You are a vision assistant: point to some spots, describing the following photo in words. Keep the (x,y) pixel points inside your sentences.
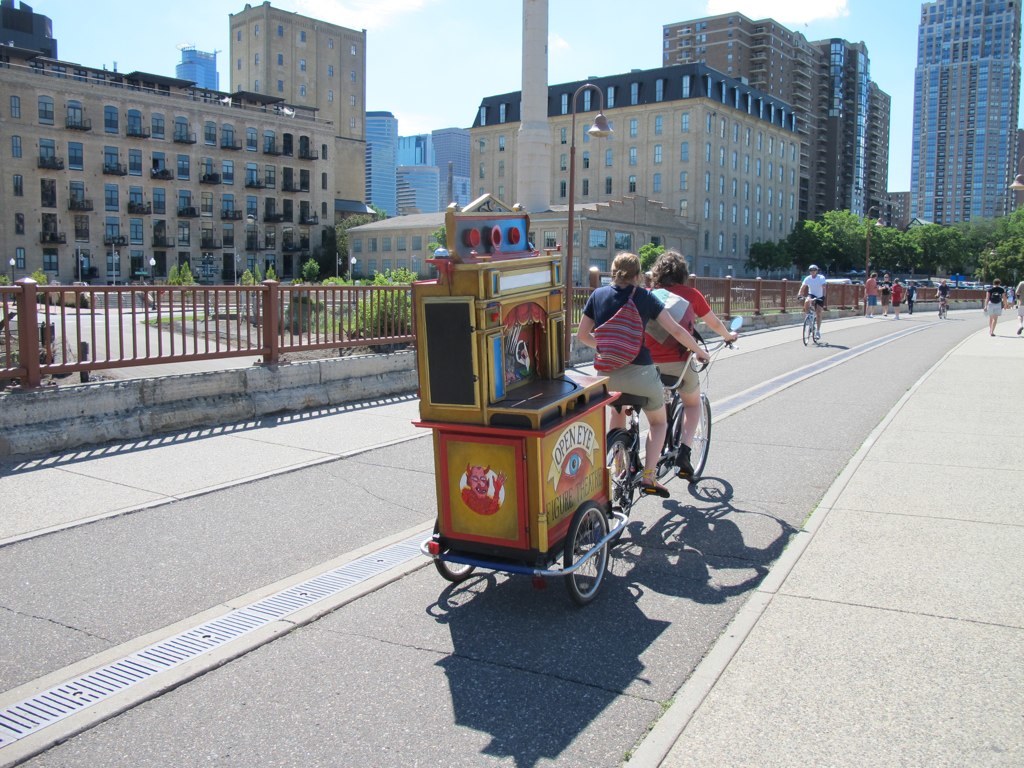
This is an outside view in this image in the center (657,421) there are some people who are sitting on cycles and riding, and at the bottom (599,624) there is a road (412,484). In the background (625,170) there are some buildings (604,160), poles (573,163), railing (35,333) and some trees (843,220). At the top of the image (504,54) there is sky (424,71).
